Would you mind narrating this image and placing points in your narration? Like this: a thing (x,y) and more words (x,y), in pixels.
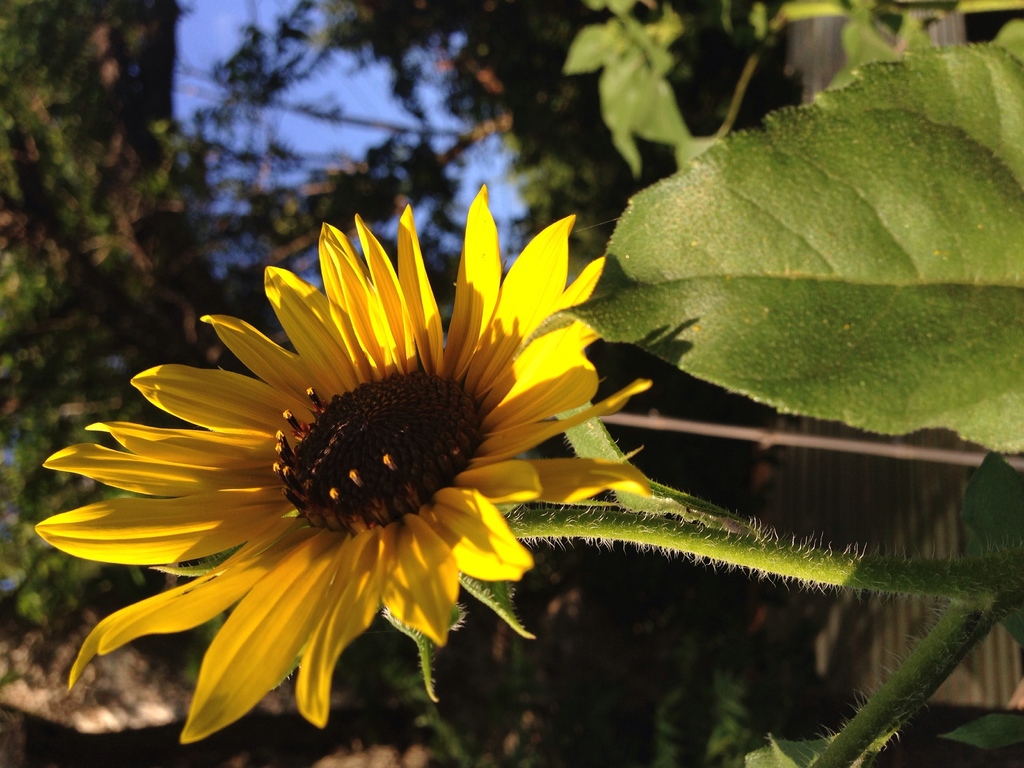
In this image I see a flower (321,650) which is of yellow and brown in color and I see the green color leaves (961,374) and I can also see the stems (692,527) and I see the blue color sky (265,17) over here.
